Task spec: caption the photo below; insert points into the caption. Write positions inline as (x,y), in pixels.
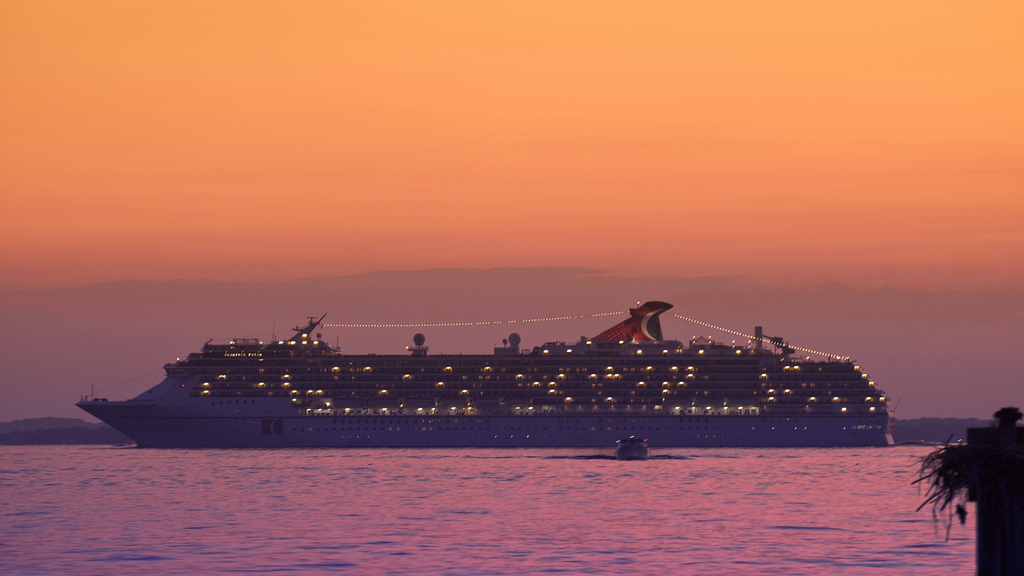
In this image there is a ship (644,417) and a boat (641,449) on the water (695,464), and in the background (723,241) there are hills (981,420), sky (960,387).
